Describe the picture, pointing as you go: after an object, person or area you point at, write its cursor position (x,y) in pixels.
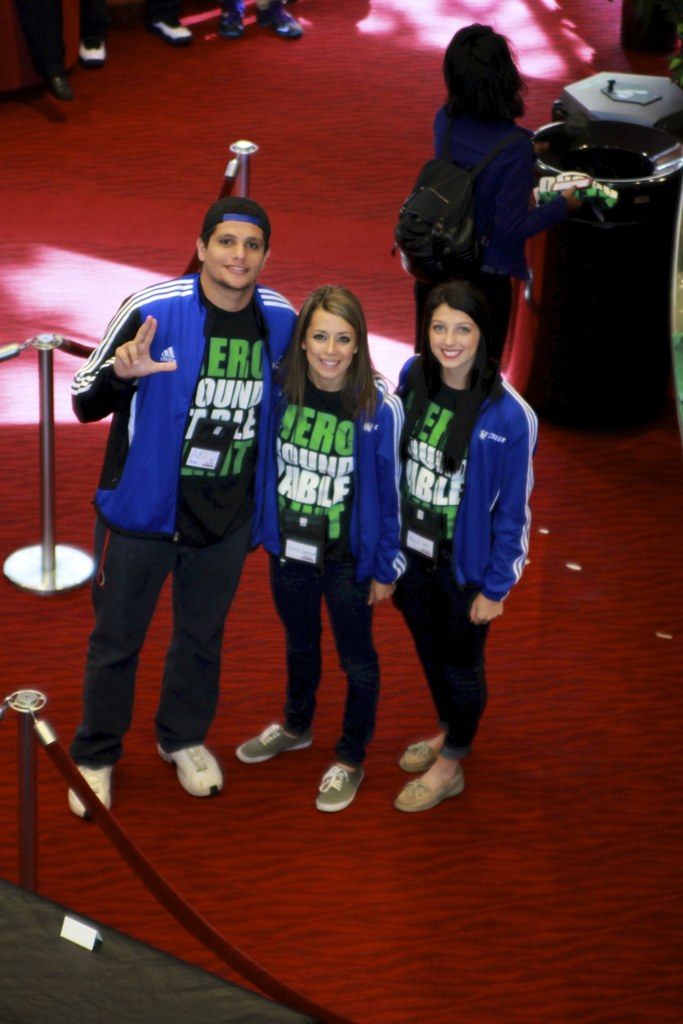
In the foreground (677,590), I can see three persons (239,483) are standing on the floor (436,820) and I can see a fence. In the background (660,364), I can see a bin (642,314), some objects (681,211) and three persons (39,59). This image taken, maybe during day.
